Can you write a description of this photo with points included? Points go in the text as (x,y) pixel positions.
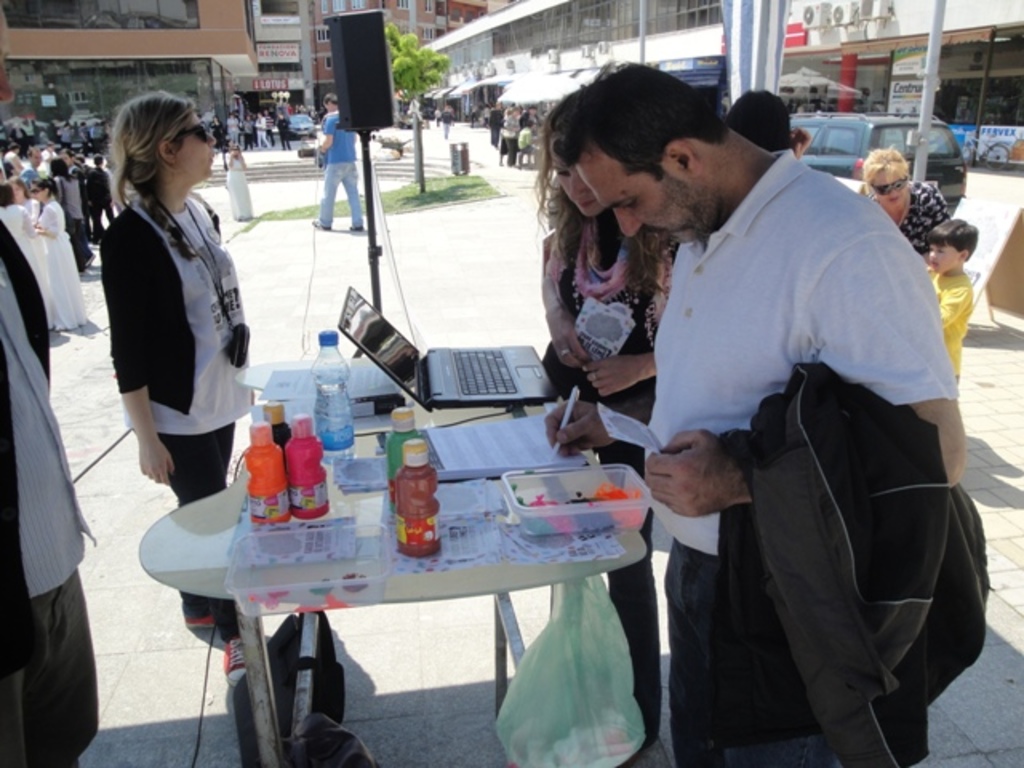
In this image there are group of people (583,223) and at the middle of the image (344,509) there is a table (364,496) on which there are bottles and laptop (447,400) and at the right side of the image (689,301) there is a person (718,316) wearing white color T-shirt (738,319) writing and also holding black color jacket (865,419) in his hand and at the background (449,32) there are buildings (549,34).
